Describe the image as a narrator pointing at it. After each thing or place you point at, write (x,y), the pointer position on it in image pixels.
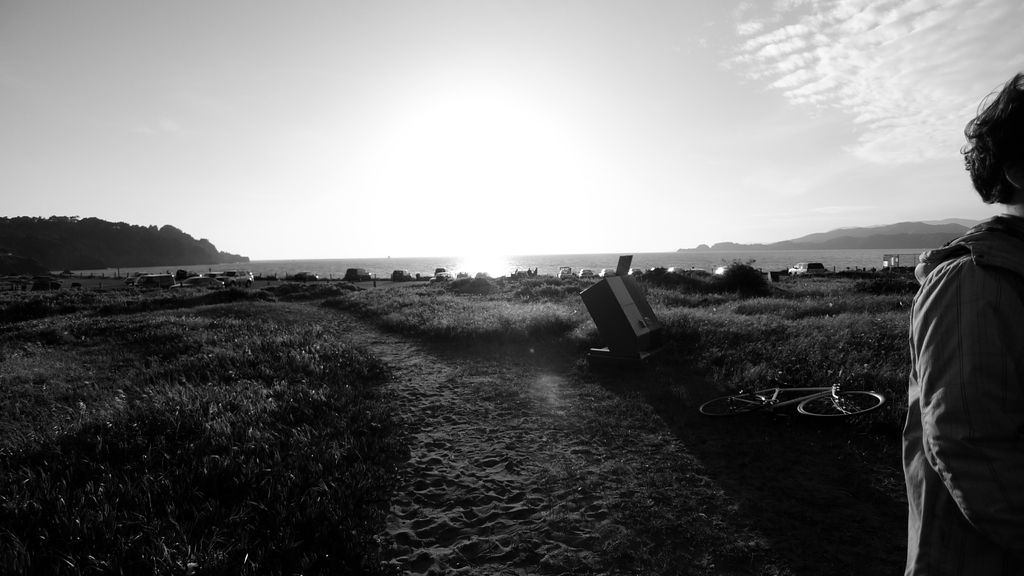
In this image we can see a sky (493,97). There are many vehicles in the image. There are many trees (112,242) and plants (501,283) in the image. There are few objects (771,394) on the ground (109,275) at the right side of the image (736,397). There is a person (945,358) at the right side of the image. There is a hill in the image.
